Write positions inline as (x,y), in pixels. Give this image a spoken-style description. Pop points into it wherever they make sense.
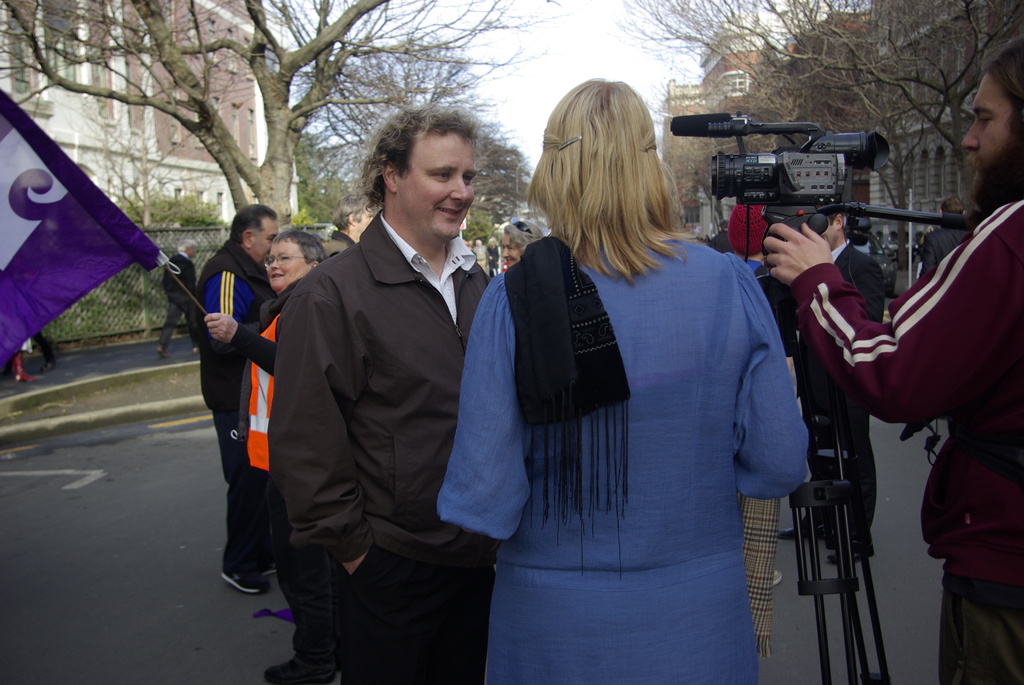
In this image I can see number of people (376,355) are standing and on the left side (301,244) I can see one of them is holding a flag (169,260). On the right side of this image (817,471) I can see a tripod stand (839,449) and on it I can see a camera (711,171). In the background (327,171) I can see number of trees (503,201), number of buildings (206,198) and the sky (487,88).
